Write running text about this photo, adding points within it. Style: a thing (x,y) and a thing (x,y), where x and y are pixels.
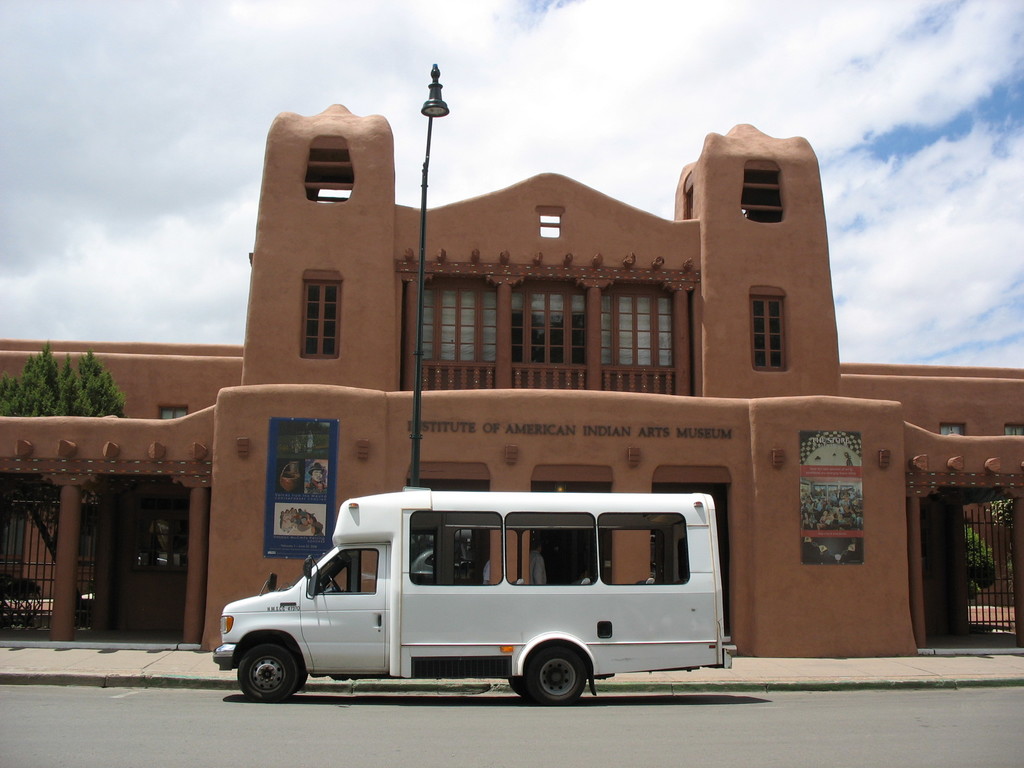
In this picture there is a white bus (679,541) which is parked near to the street light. In the back (361,483) there is a building (580,441). On the right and left side (16,574) i can see the gate (16,561). On the left (21,399) tree (21,399). At the top (618,6) i can see the sky (605,17) and clouds (534,45). At the bottom (442,735) there is a road (390,709).
